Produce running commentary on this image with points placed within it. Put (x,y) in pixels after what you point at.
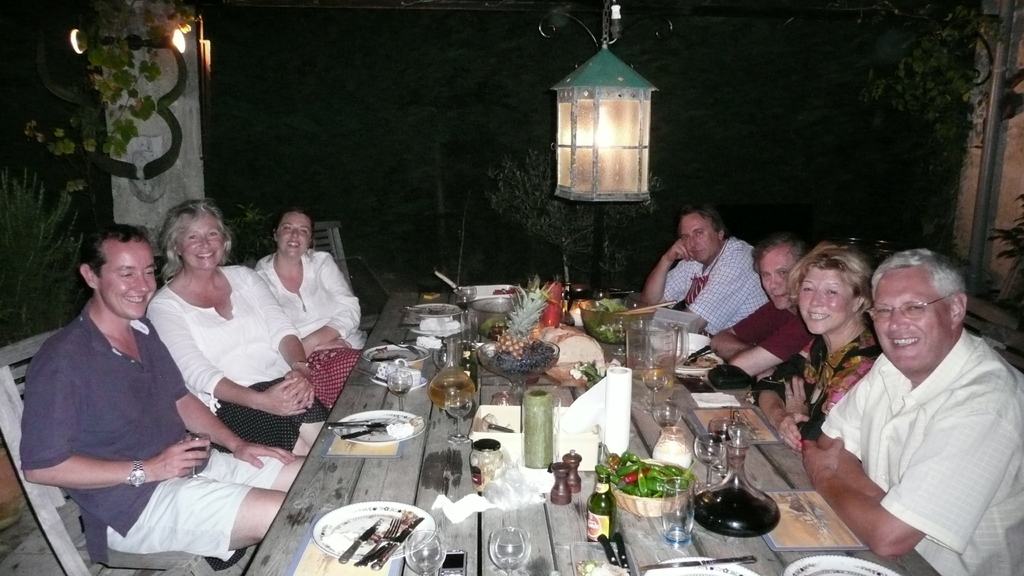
In the picture seven people (240,336) are having food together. All are smiling. On the table (415,467) which is middle of the picture (500,365) I can see there are many plates (355,525), spoon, fork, bottle (601,505), bowl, phone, fruits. There is a light (591,160) on the top of the table (401,459). On the background (518,108) we can see trees (437,109). There is pillar (150,156) in the left side of the image (140,117) light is attached to the pillar (147,137). The person (149,267) in the left (88,419) is wearing a purple t shirt (93,407) and white shorts (207,480). In the right (904,436) the person (880,443) is wearing a white shirt (933,431) he is wearing a glass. There are three ladies (339,342) in the picture. Four of them are male (730,304).
